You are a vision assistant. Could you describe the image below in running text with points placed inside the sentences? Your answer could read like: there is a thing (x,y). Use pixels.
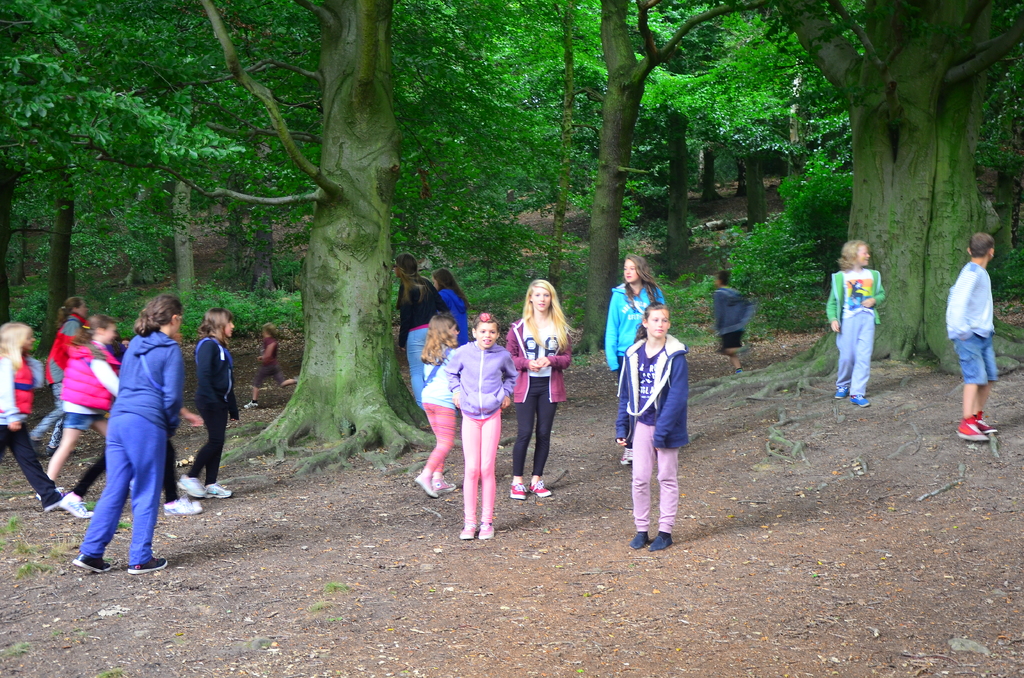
In this image we can see a group of people (546,378) on the ground (598,467). In that some are running and the other are standing on the ground (535,562). We can also see the bark (415,425) of the trees (405,407), some plants (471,290) and a group of trees (410,239).
